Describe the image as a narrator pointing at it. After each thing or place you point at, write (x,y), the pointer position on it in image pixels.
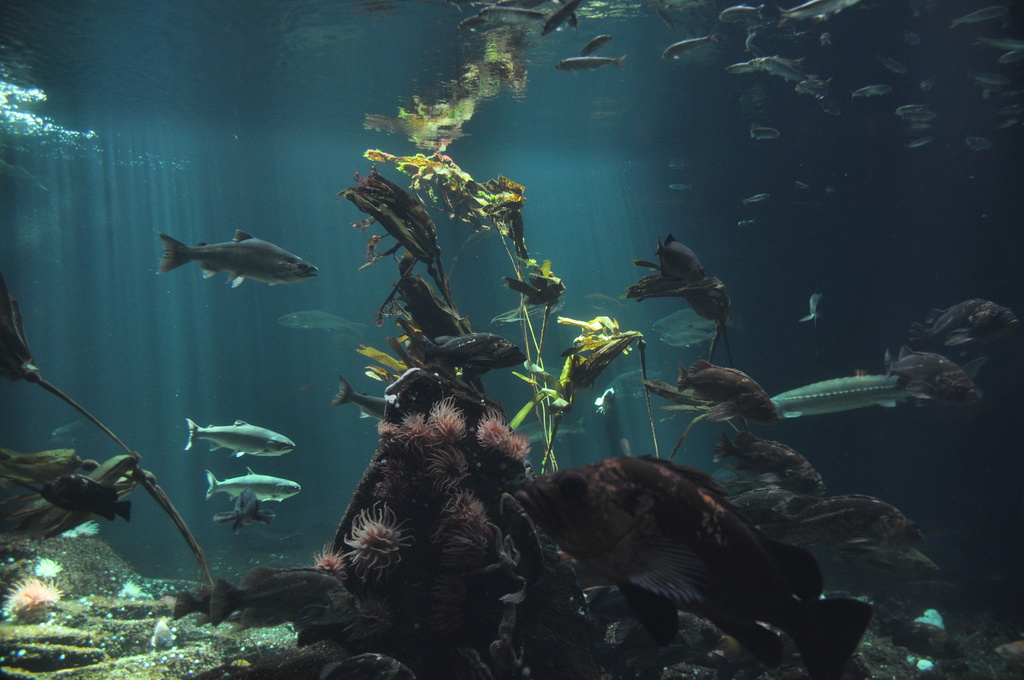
In the image in the center (608,242), we can see water (237,173), underwater plants (406,215) and different types of fishes (688,261).
